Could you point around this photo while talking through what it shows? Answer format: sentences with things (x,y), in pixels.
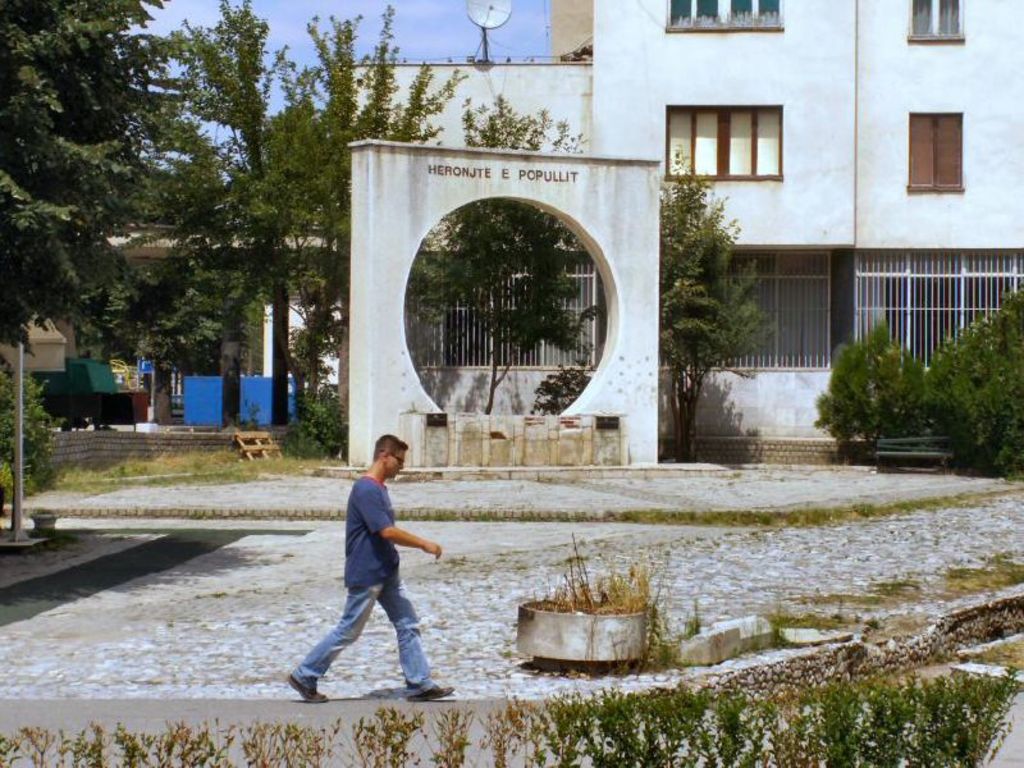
In this image there is a person (313,681) walking, plants (902,685), grass (204,463), bench (267,444), buildings (565,343), pole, antenna (475,7), trees (26,207), sky (294,23).
